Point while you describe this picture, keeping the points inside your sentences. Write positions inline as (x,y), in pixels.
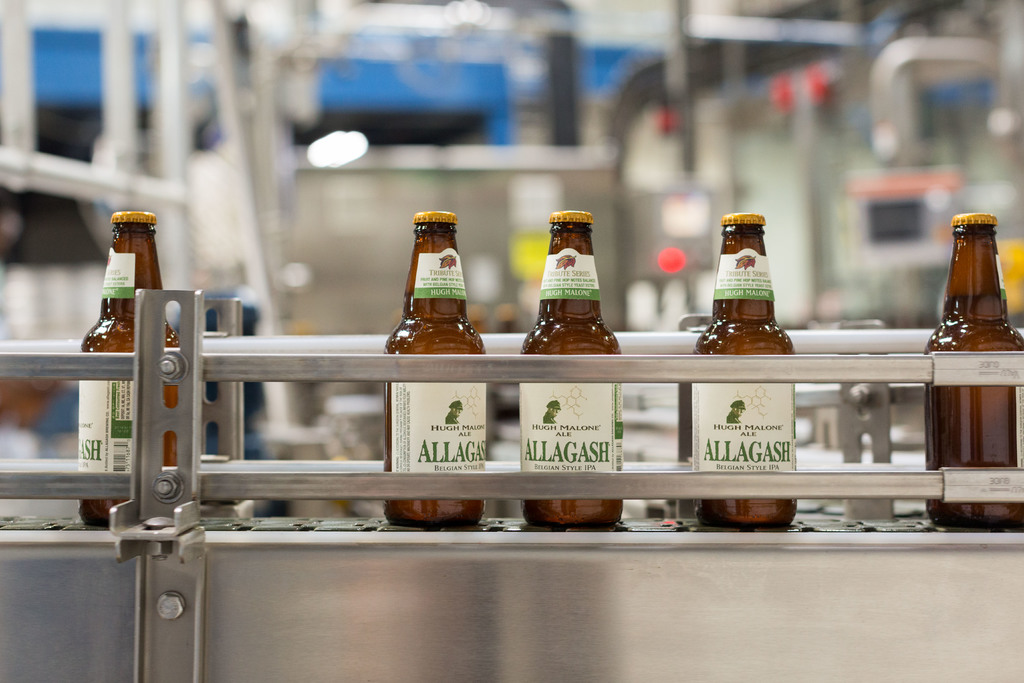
In this picture there are beer bottles (545,449) and there is some machinery (371,96) in the background (394,96).
